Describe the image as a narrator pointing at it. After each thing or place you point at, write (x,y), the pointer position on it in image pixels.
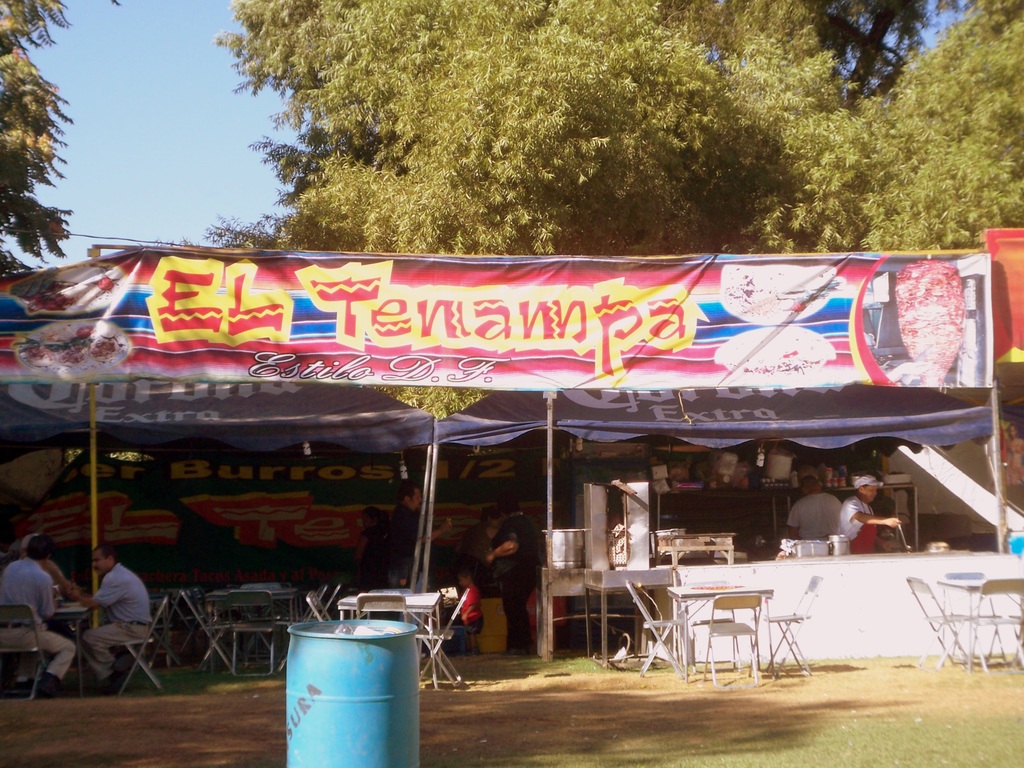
In this picture, In the middle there is a blue color drum (349,705), In the background (373,609) there are some chairs (742,632) which are in white color, There is a tent (546,424) which is in blue color, There are some green color trees (487,177) in the background (509,104) and there is a sky (230,111) in blue color.
